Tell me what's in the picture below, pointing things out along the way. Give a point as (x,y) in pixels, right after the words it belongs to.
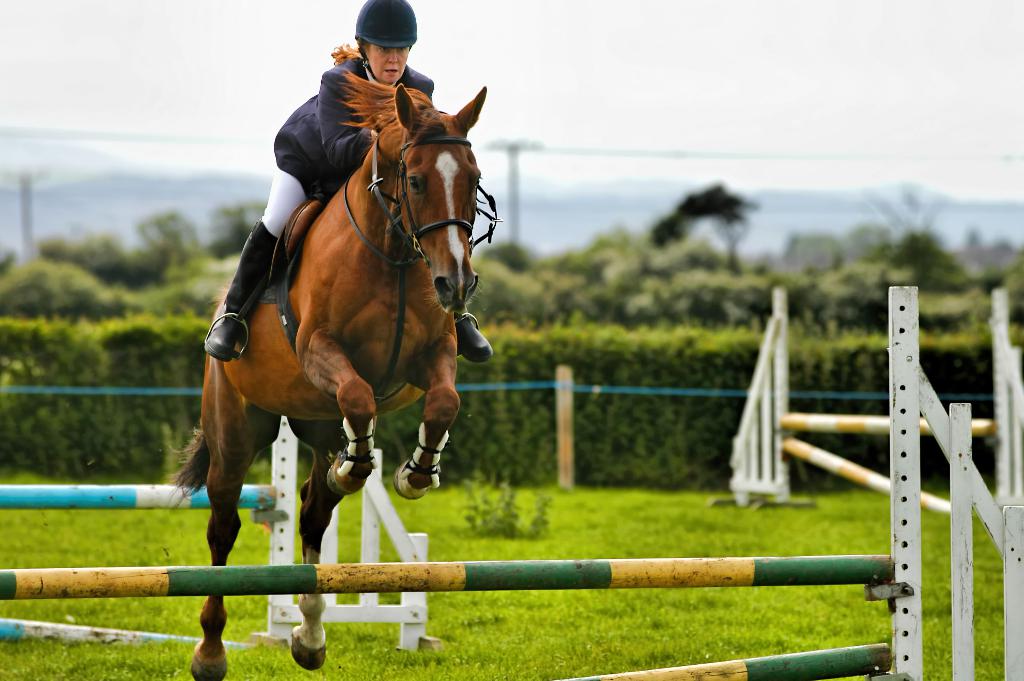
Here a woman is riding horse (343,356) behind her there are plants (838,436) and sky (186,112).
